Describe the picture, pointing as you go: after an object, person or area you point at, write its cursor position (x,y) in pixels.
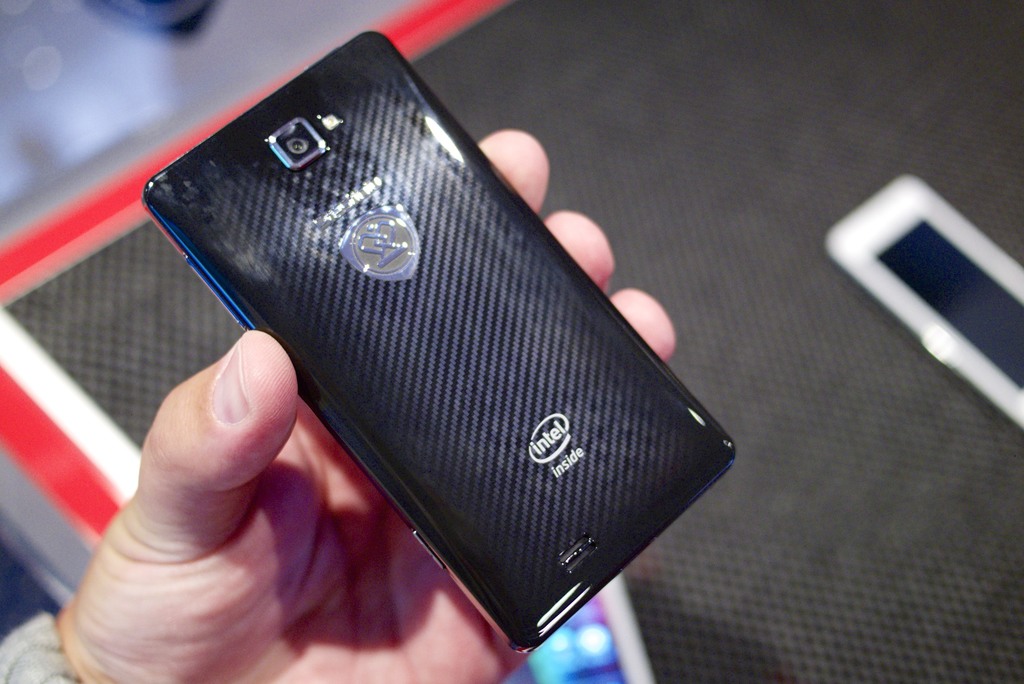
In this image we can see a person (161,418) holding a mobile phone (326,239). And we can see the human hands (229,509).
